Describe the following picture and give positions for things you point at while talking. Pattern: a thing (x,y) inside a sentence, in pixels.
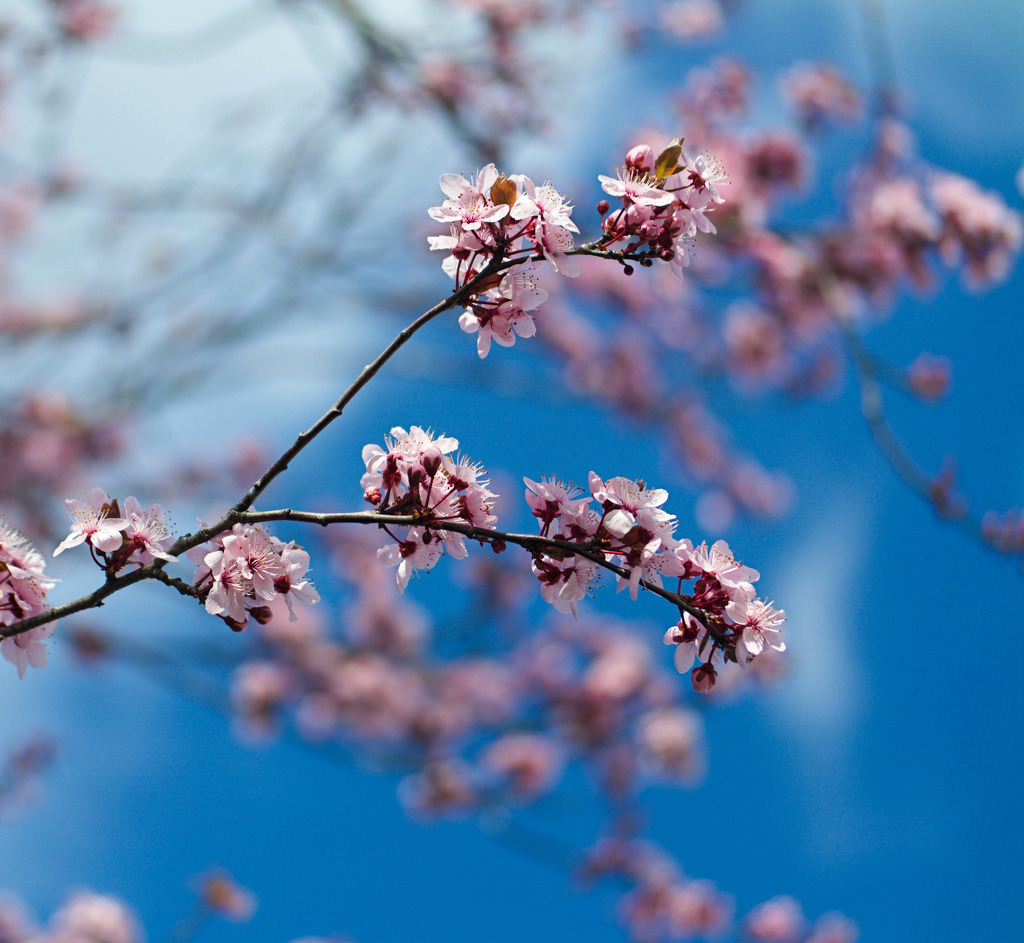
In this image I can see the white and peach color flowers (310,582) to the plant (369,523). And there is a blue color background (194,710).
